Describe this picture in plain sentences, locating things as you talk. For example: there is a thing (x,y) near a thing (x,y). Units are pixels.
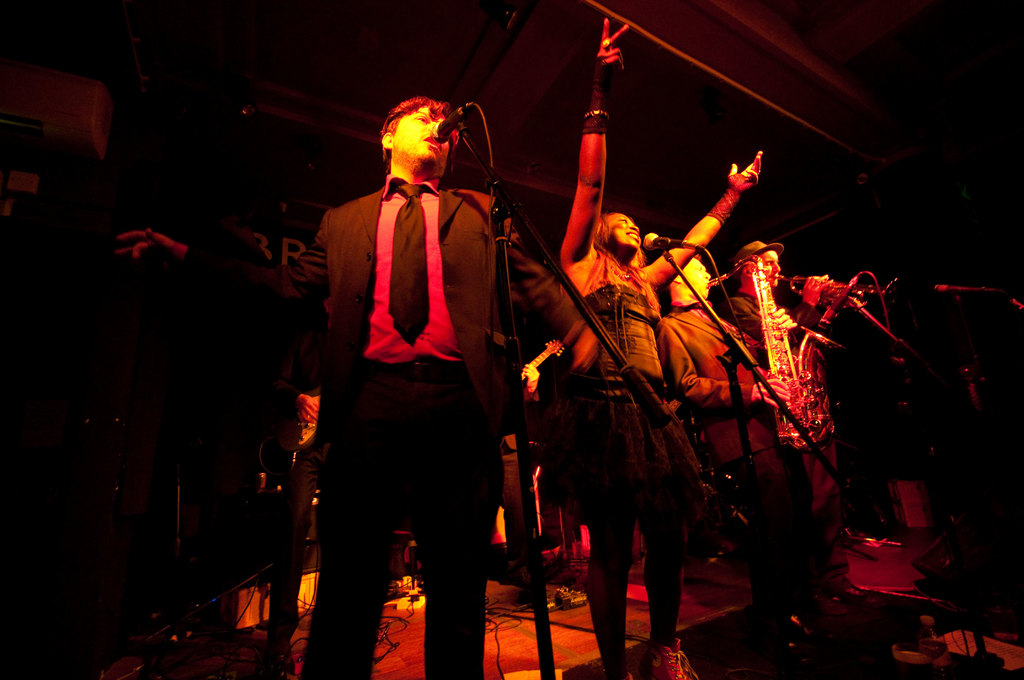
In this image there are people (600,480) playing musical instruments (766,326). In front of them there are mike's (507,347). At the bottom of the image (493,604) there are wires (491,619) on the floor (398,651).
